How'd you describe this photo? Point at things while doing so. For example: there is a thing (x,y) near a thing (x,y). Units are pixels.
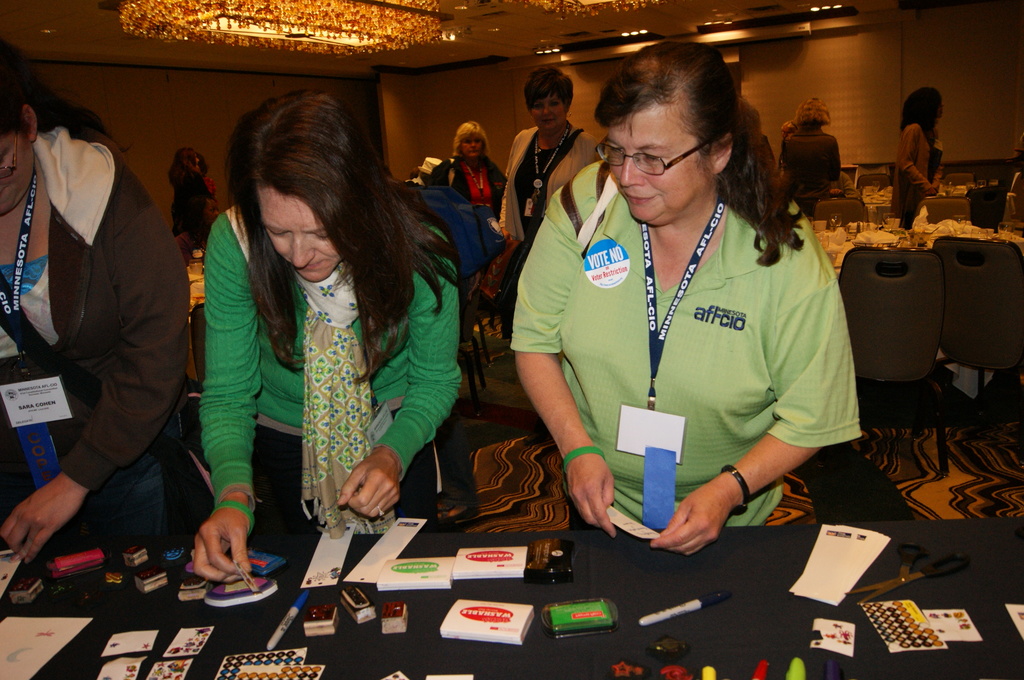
In this picture we can observe three women (323,296). Two of them are wearing blue color tags (18,297) in their necks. One of them is wearing spectacles (640,165). In front of them there is a table (378,635) on which we can observe some accessories (337,611) placed. In the background (514,152) there are some people (518,171) standing. We can observe lights (306,21) in the ceiling (625,23).
